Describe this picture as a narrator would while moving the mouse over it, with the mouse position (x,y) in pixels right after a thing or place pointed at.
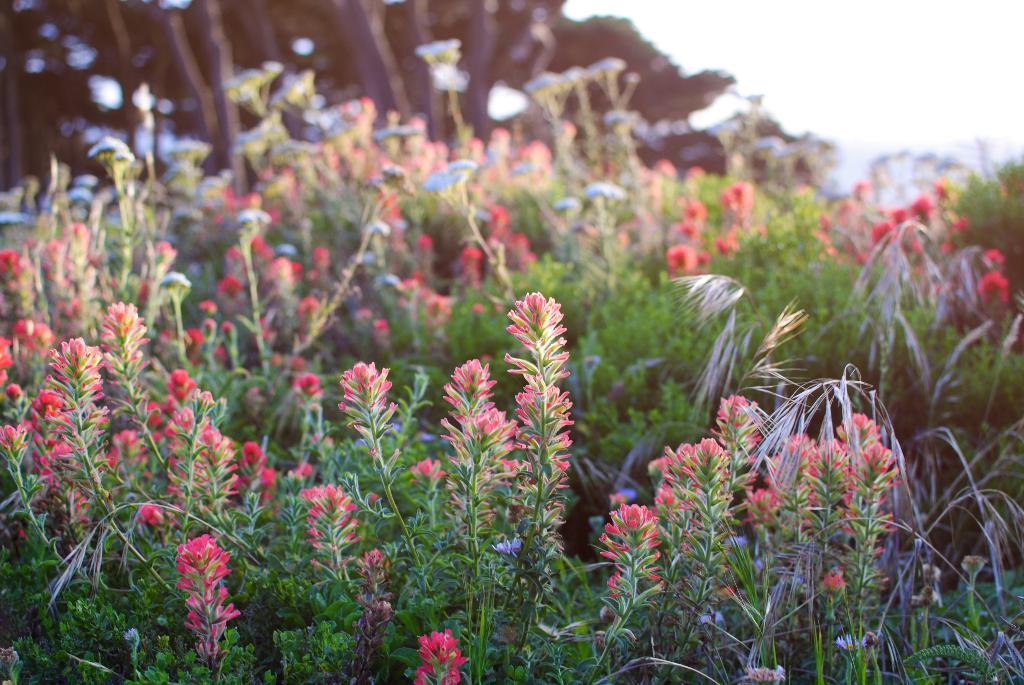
In this image there are some plants (341,462) with some flowers (325,150) as we can see in middle of this image (431,354) and there are some trees (503,82) in the background (503,82). There is a sky (835,56) on the top of this image (818,59).
